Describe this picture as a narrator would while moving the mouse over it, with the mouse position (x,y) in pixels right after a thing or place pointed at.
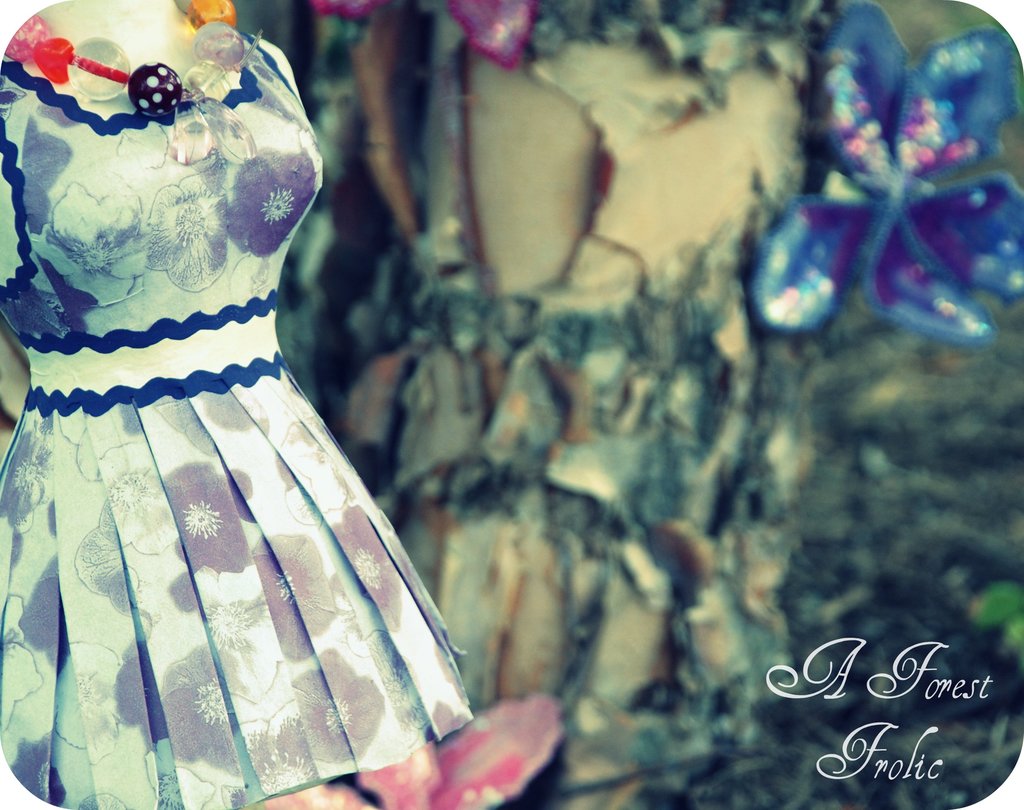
This is an edited image. On the left (178,190) we can see a mannequin (124,24) wearing a frock (212,479) and a necklace (93,66). In the background (800,137) we can see there are some other objects (751,308). In the bottom right corner (828,682) we can see the text (916,680) on the image.
